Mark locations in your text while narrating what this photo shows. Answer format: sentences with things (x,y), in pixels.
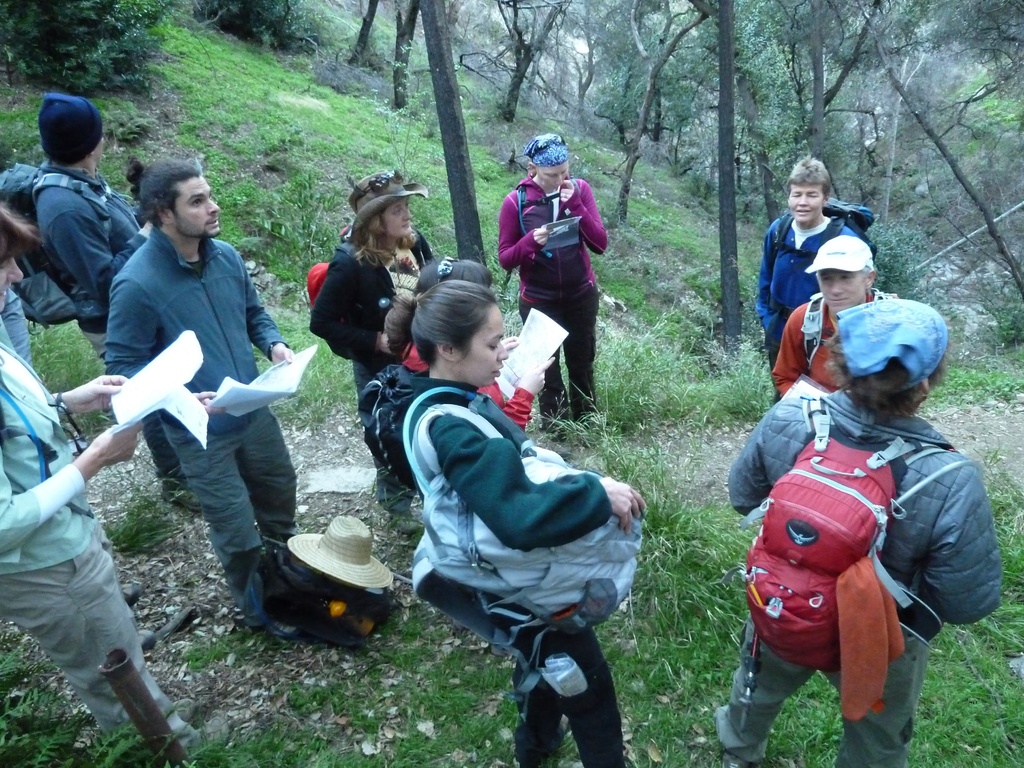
In the image there are group of people (410,325) standing on the grass (599,449). Most of them are wearing backpacks (575,471) and few people (567,311) are holding some papers (278,397) in their hand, behind the people (419,192) there are plenty of trees (462,203).
